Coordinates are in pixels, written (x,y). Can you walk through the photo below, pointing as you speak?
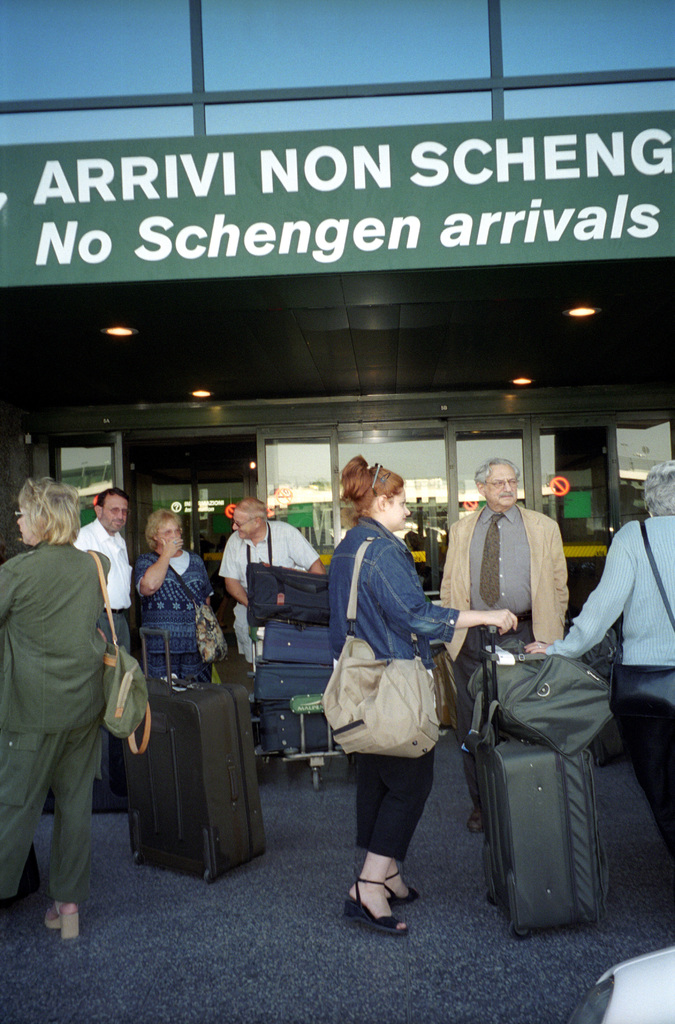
In this image, There is a floor (326,986) which is in black color, There are some people (362,516) standing and holding the bags (545,827) which are in gray and black color, There are some people (155,611) standing in the background (595,558) there is a glass window (392,455) which is in white color.
